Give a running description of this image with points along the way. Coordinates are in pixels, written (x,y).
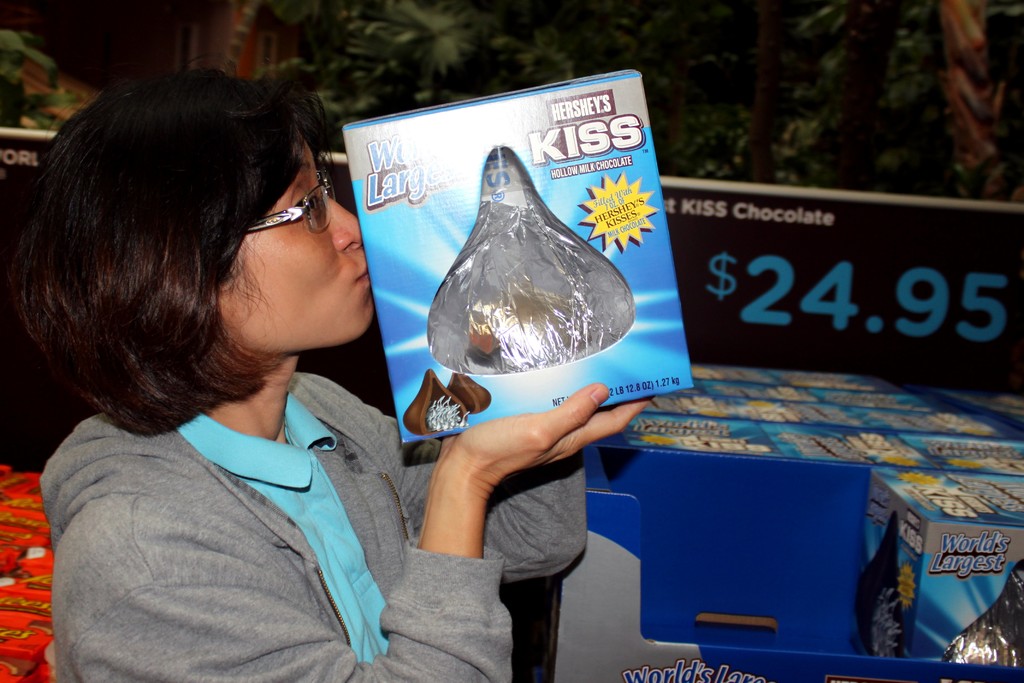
This image is taken indoors. In the background (812,200) there is a board (823,230) with a text (791,279) on it. There are many chocolate boxes (683,443). On the left side of the image (221,348) a woman (261,475) is standing and she is holding a chocolate box (432,233) in her hands (534,419).
